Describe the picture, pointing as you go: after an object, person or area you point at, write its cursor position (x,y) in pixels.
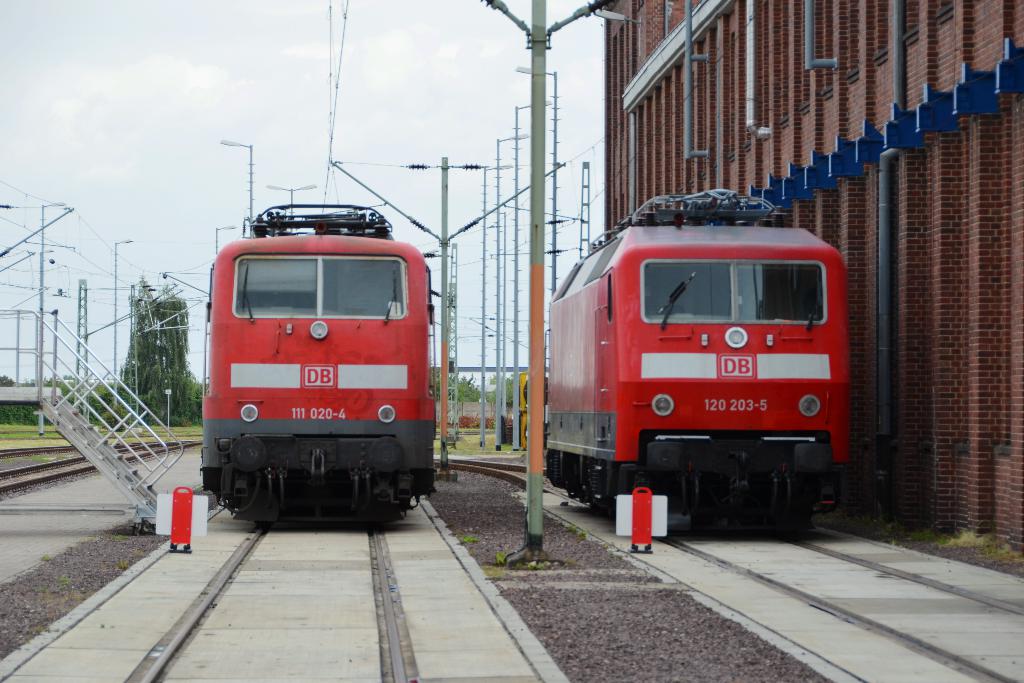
In this image I can see red color trains (270,358) on railway tracks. In the background (270,181) I can see pole lights (287,190), wires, trees (183,394) and the sky (152,104). Here I can see a building (912,296) and other objects (644,546) on the ground (479,567).
